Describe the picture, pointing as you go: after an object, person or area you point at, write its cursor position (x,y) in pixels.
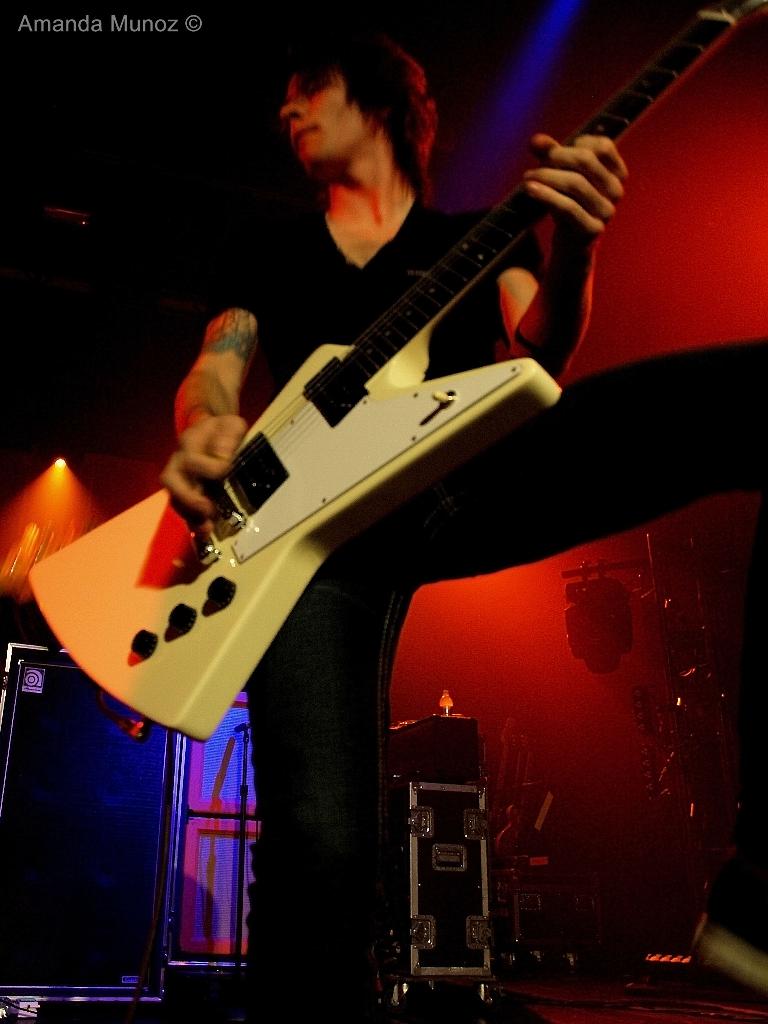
In the middle of the image (364,450) a man (343,627) is standing and playing guitar (178,622). Behind him there are some musical instruments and electronic devices (64,946).
